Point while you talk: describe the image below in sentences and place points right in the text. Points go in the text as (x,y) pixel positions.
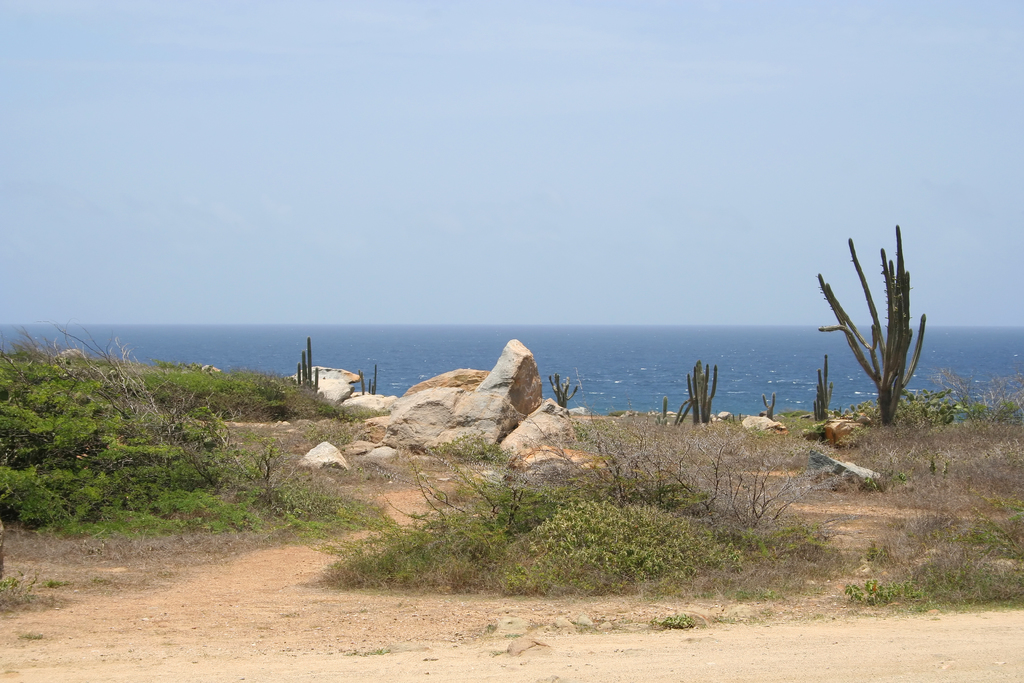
In this picture we can observe some rocks (377,424) on the ground (295,426). There are some plants (555,493). In the background (392,330) there is an ocean (612,356) and a sky (596,196).
